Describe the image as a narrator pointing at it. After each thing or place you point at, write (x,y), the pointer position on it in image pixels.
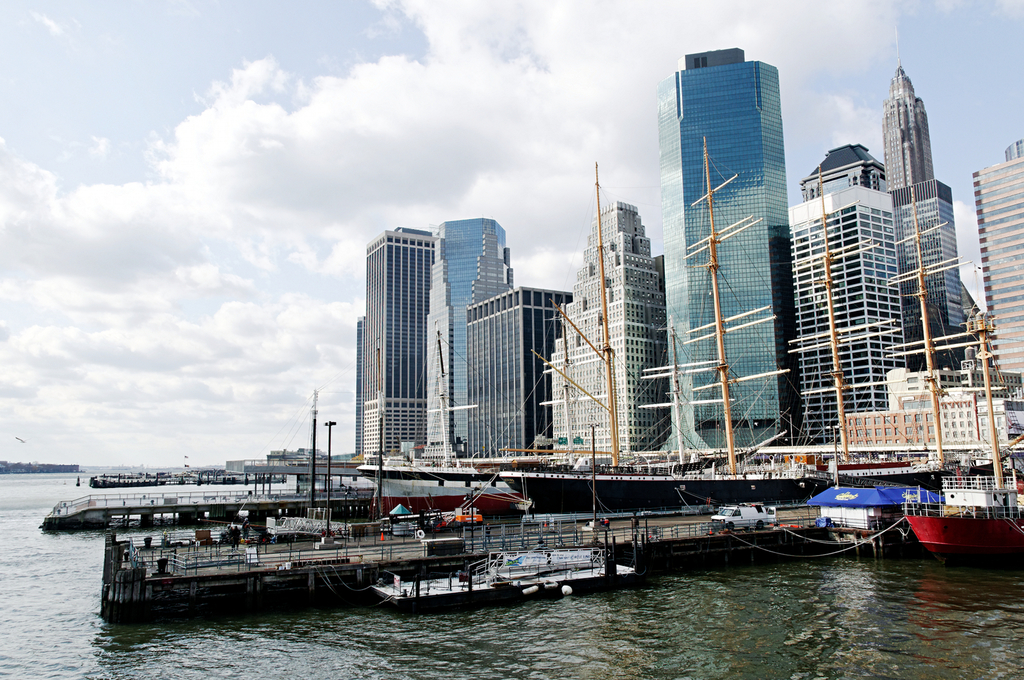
In this image, we can see few ships (436,492), buildings (578,403), poles (381,426), vehicle (771,513). At the bottom (557,668), we can see the water (681,640). Background (56,268) there is a cloudy sky (391,197).
